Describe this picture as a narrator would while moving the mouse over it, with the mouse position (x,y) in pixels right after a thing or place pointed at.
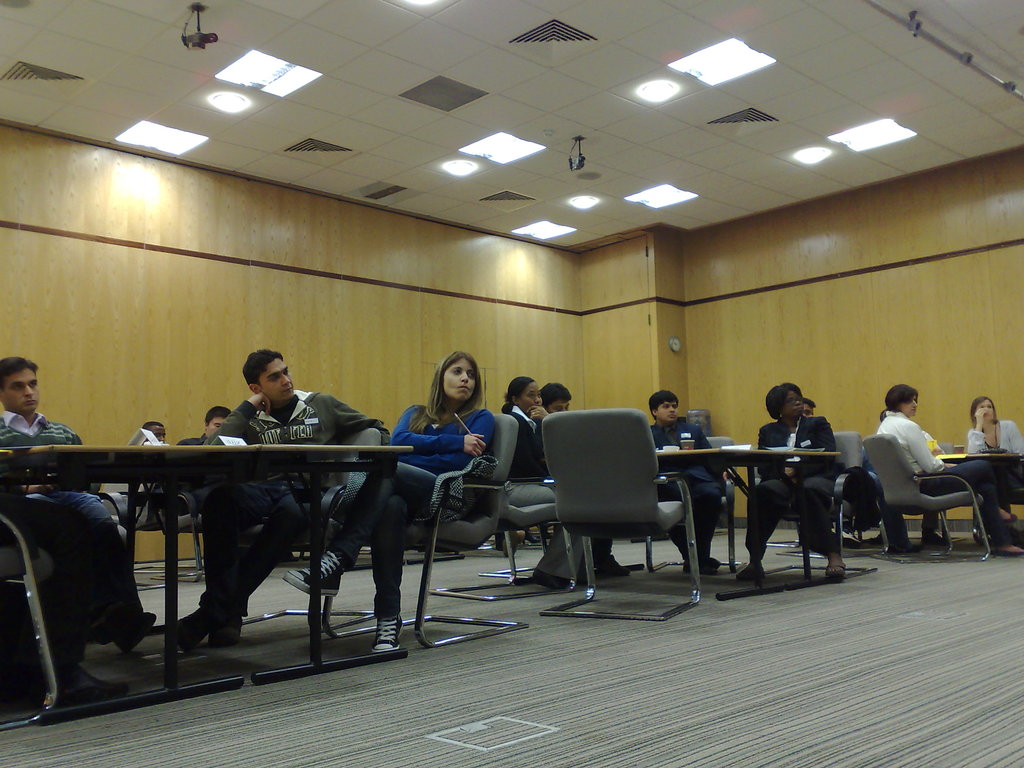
In this image, There is a floor (711,695) of gray color, There are some people (828,501) sitting on the chairs (608,461) and there is a table (175,483) in yellow color, In the background (968,341) there is a wall (659,308) in brown color and in the top (356,46) there is a roof (477,45) of white color and there are some lights (723,68) in white color.
